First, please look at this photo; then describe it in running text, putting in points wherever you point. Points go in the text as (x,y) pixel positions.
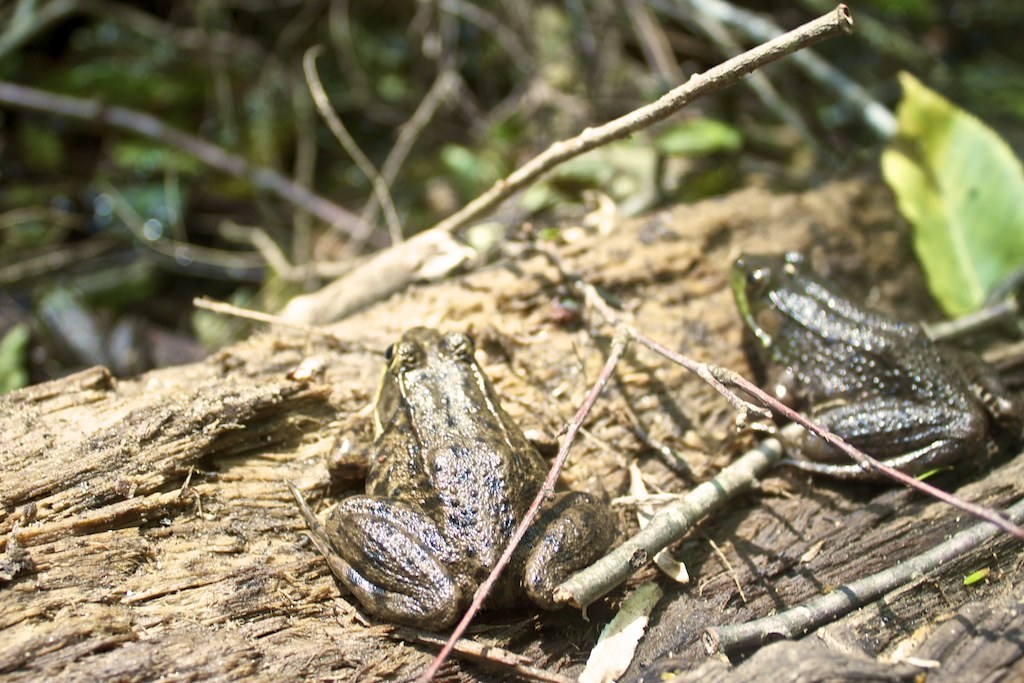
In this image we can see frogs (453,446) and there are leaves (937,280). In the background (331,223) there are twigs (648,119). At the bottom (939,573) there is wood (532,639).
